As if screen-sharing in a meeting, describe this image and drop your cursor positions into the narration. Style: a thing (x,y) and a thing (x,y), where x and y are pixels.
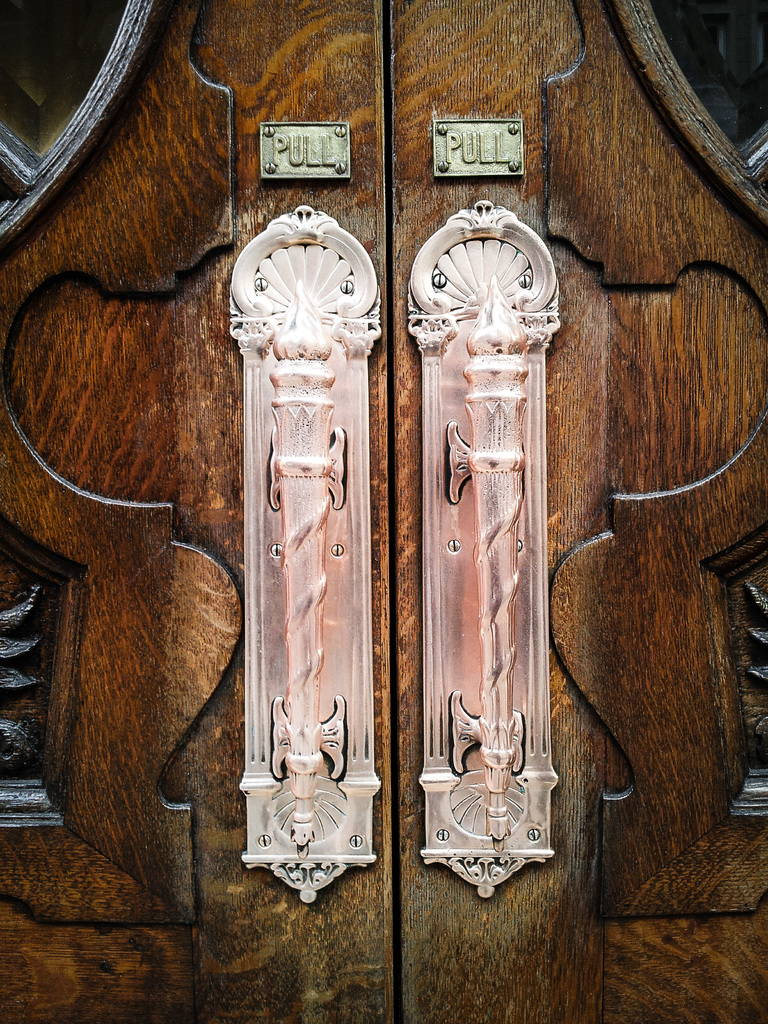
In this image I can see brown colour doors (566,185) and on it I can see two handles (350,342) and two boards (328,157). On these boards (338,141) I can see "pull" is written.
